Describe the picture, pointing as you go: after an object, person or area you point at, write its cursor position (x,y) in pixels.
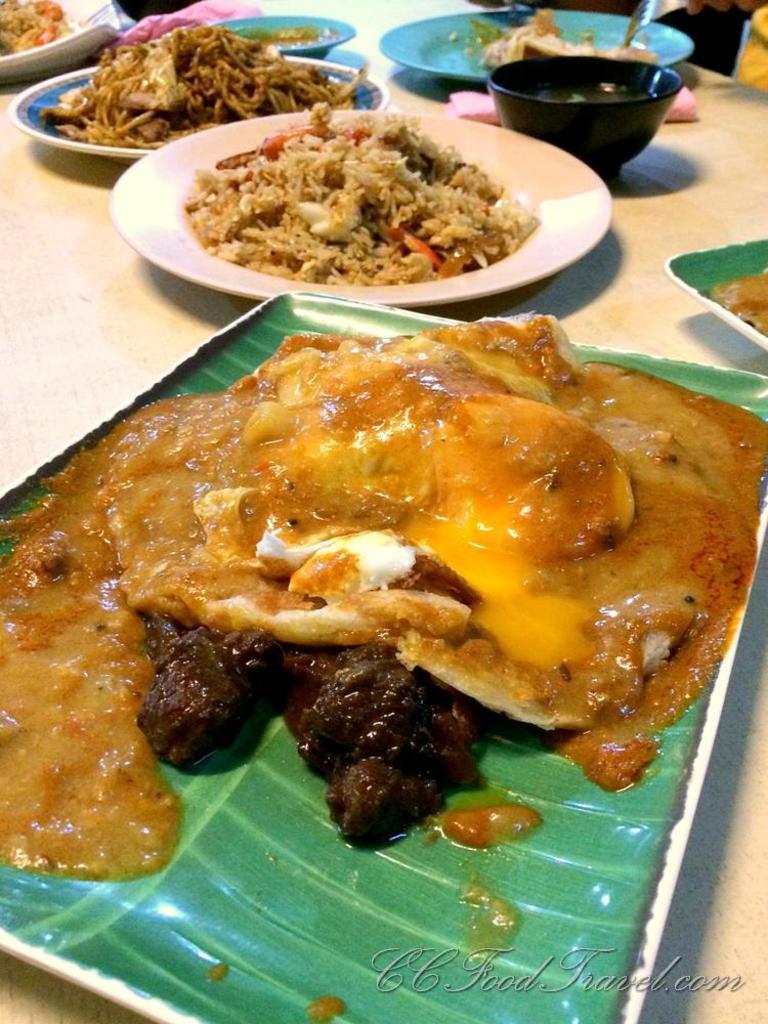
In this image there are few plates (374,205), tray (717,382) and a bowl (536,108) are on the table (614,312). Plates (165,254) and trays (713,275) are having some food (543,334). Right top there is a fork (643,15). Bowl (544,115) is having some food (583,94) in it.
